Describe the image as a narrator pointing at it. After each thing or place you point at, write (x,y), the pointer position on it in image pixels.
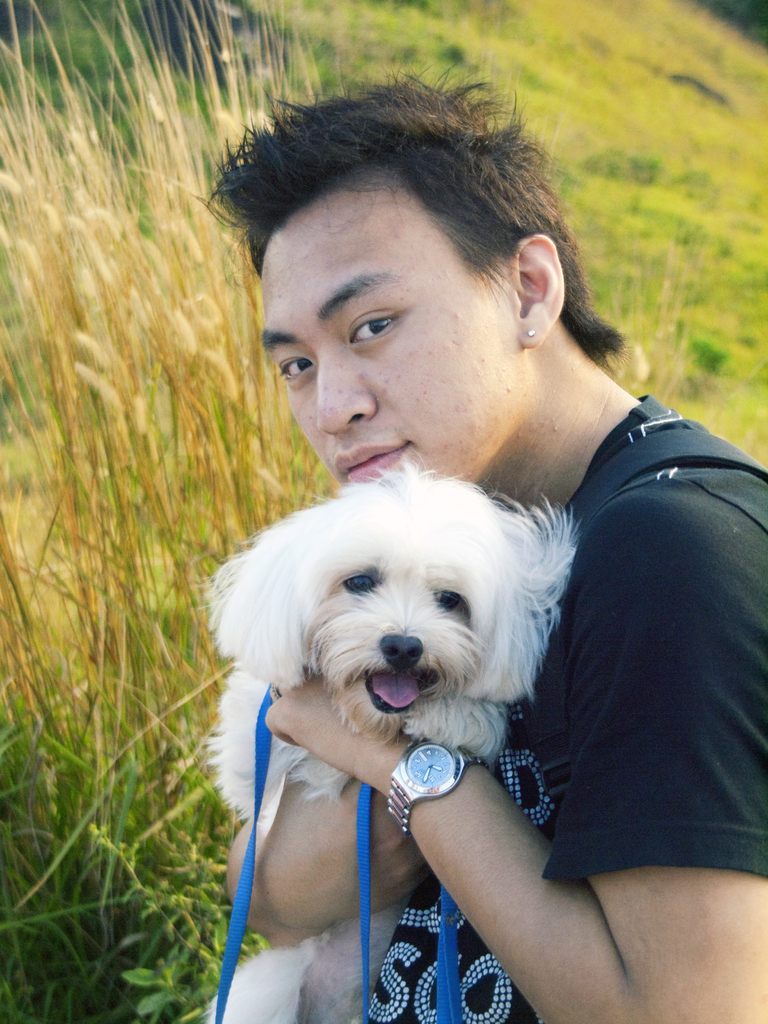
In this image I can see a person (603,646) holding a dog (470,615). The person (630,614) is wearing black shirt (598,608) and the dog (534,608) is in white color. Background (103,796) the grass (107,756) is in brown and green color.
